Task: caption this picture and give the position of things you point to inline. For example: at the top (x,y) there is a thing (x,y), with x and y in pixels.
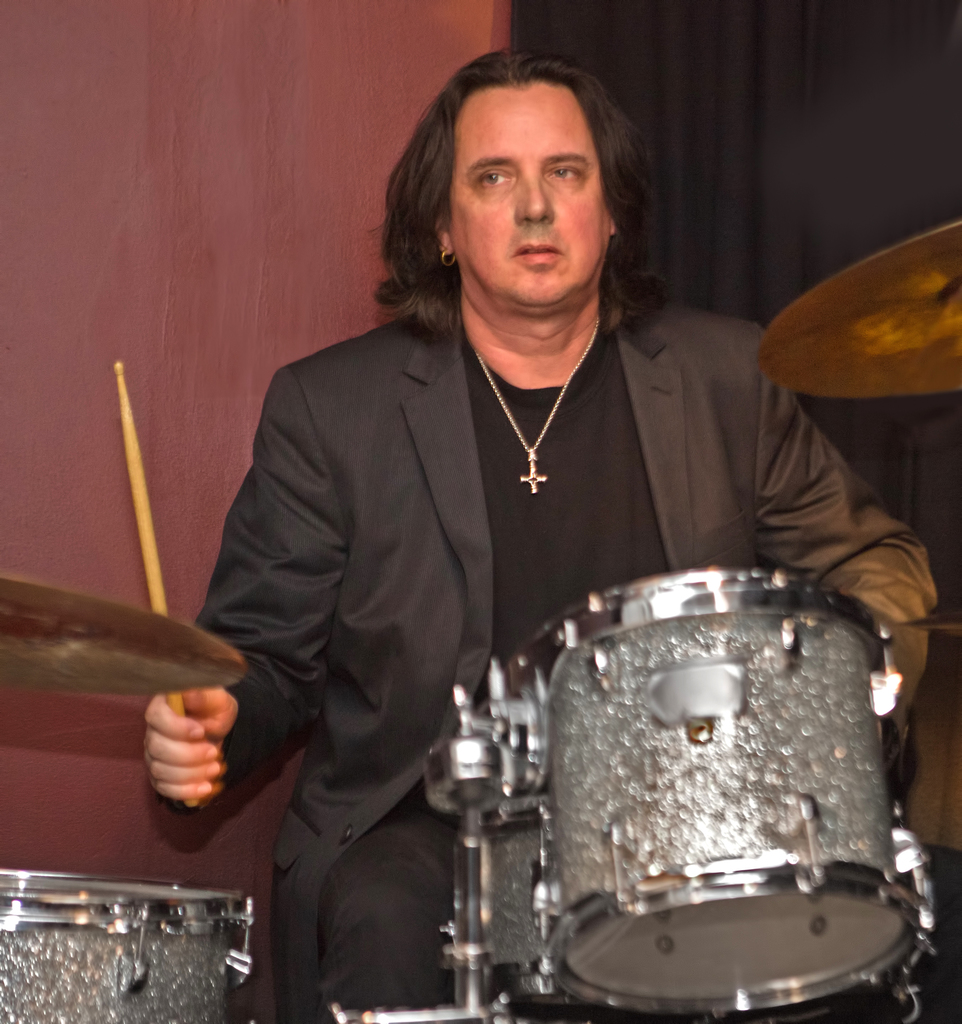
In the image there is a man (412,614) sitting and there are drums (634,711) in front of him, he is holding a stick (147,563) in his hand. Behind the man (464,447) there is a black curtain (743,184) and a wall (278,197).
